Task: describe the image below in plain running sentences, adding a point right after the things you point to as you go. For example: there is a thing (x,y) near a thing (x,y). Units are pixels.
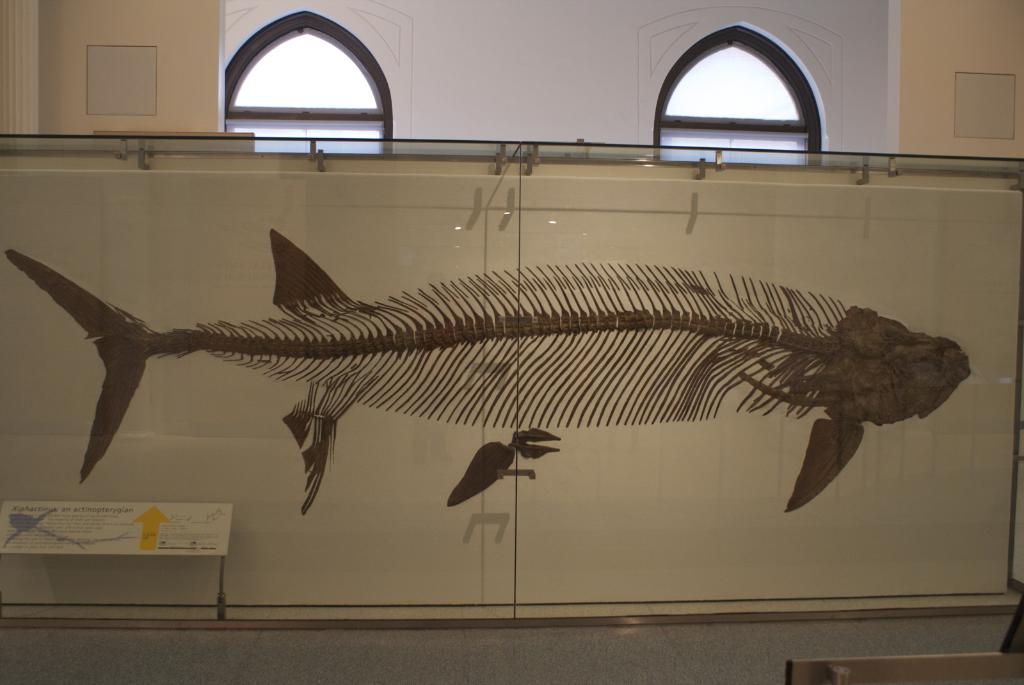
In this image we can see the structure of a fish (549,389) inside the box (342,214) and there is the board (136,538) with the text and at the back (502,69) we can see the wall (602,71) with windows (348,85) and pillars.
